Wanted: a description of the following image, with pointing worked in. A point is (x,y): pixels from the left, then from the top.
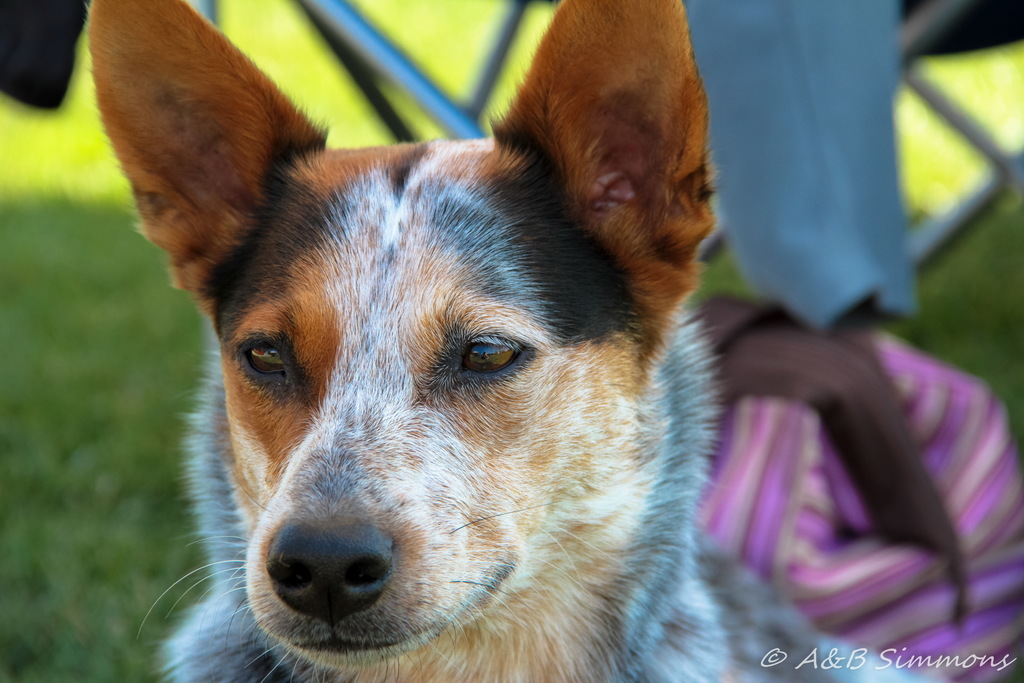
In this image, there is a dog (235,58) which is colored brown. In the background (847,210), image is blurred.
